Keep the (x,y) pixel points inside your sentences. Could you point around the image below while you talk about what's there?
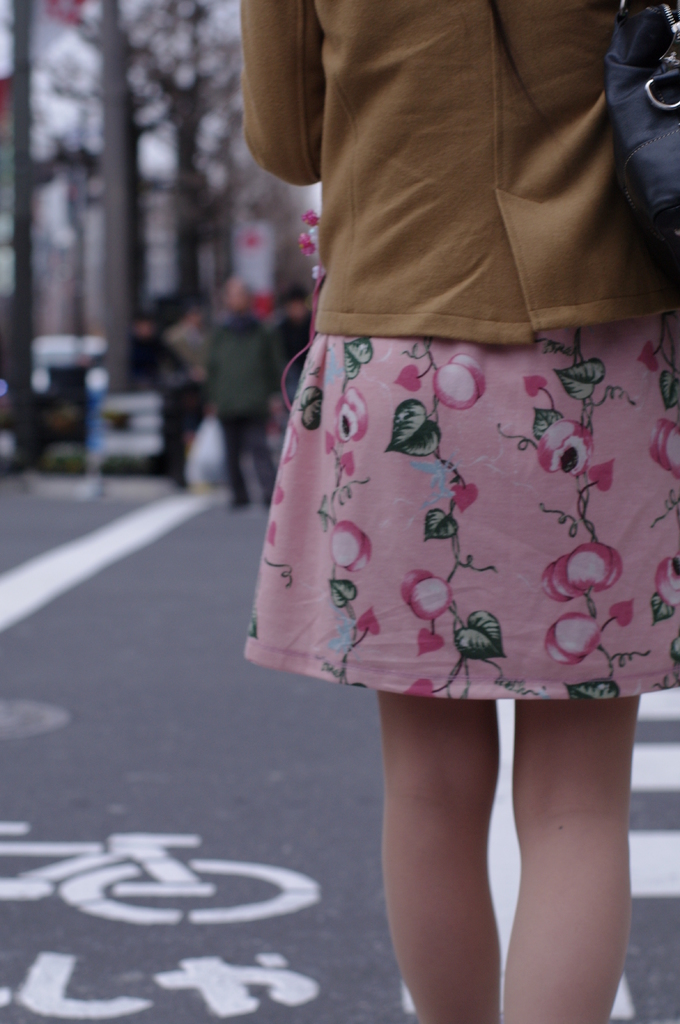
In the foreground of the image (294,11) there is a girl (636,419). At the bottom of the image (152,940) there is road (155,888). In the background of the image (266,448) there are people (212,326), trees (171,13).
